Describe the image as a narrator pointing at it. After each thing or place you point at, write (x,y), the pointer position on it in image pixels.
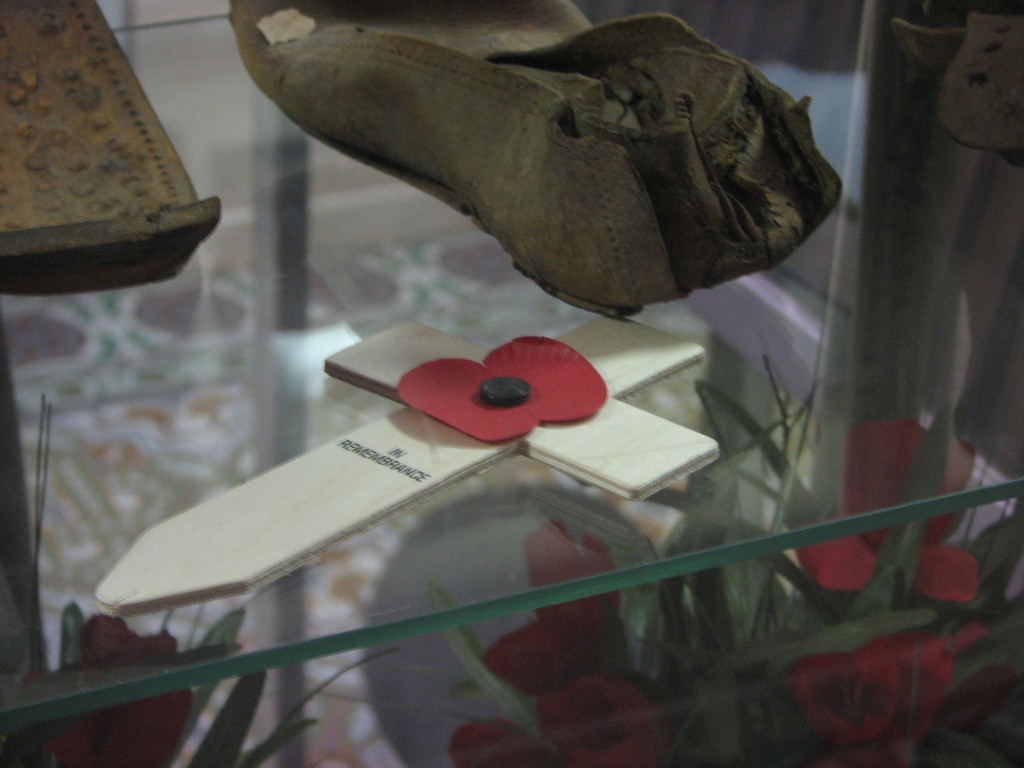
In this image there are few objects (665,469) on the glass table (718,538). Below it there are few plants (512,688) having flowers (598,752).
